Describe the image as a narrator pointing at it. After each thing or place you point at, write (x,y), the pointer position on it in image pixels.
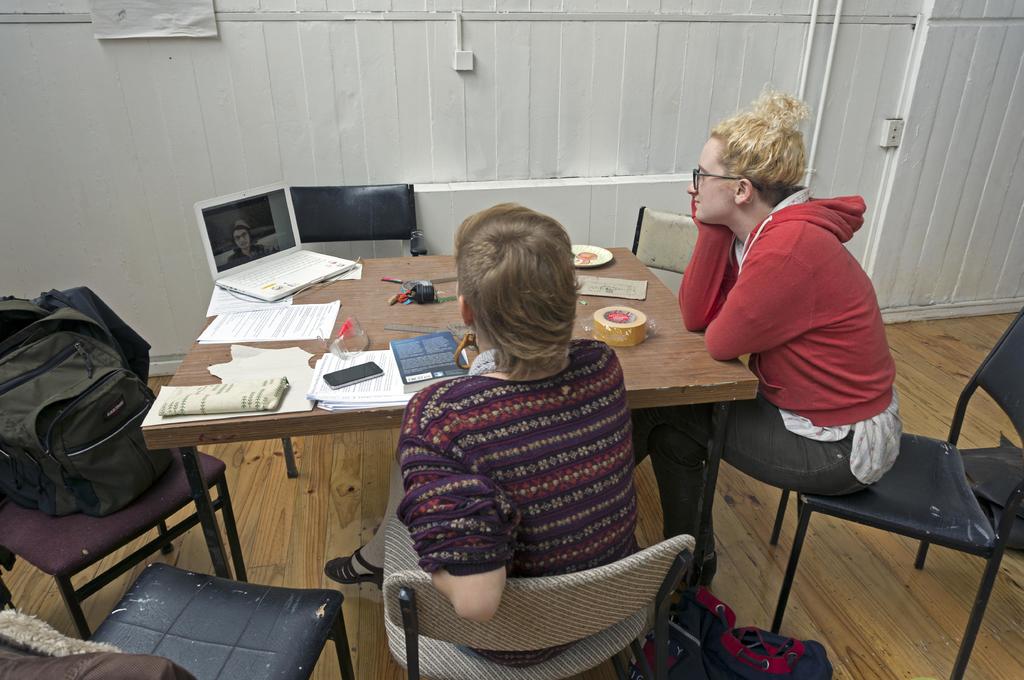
These 2 persons (606,505) are sitting on a chair (641,546). On this table (624,357) there is a tape (645,335), plate (604,248), laptop (279,233), papers (330,398), mobile (341,384), book (403,363) and pouch (251,387). On this chair (100,537) there is a bag (76,426).
